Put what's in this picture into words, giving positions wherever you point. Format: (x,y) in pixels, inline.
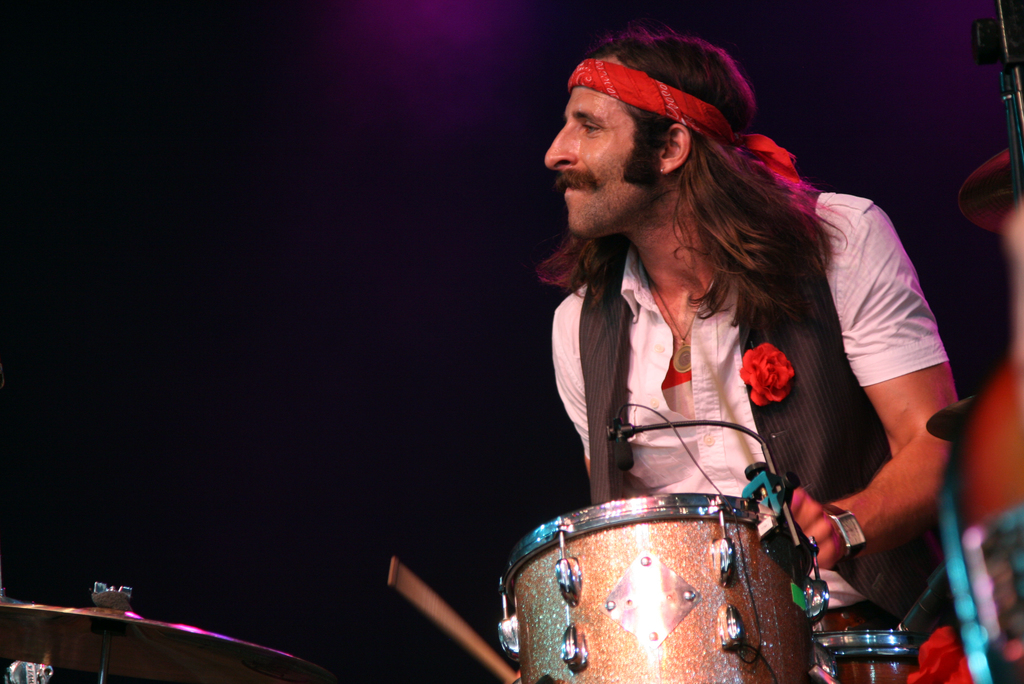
In this picture we can see a man (882,266) with long hair (750,241) playing drums (597,565) and looking at someone.
